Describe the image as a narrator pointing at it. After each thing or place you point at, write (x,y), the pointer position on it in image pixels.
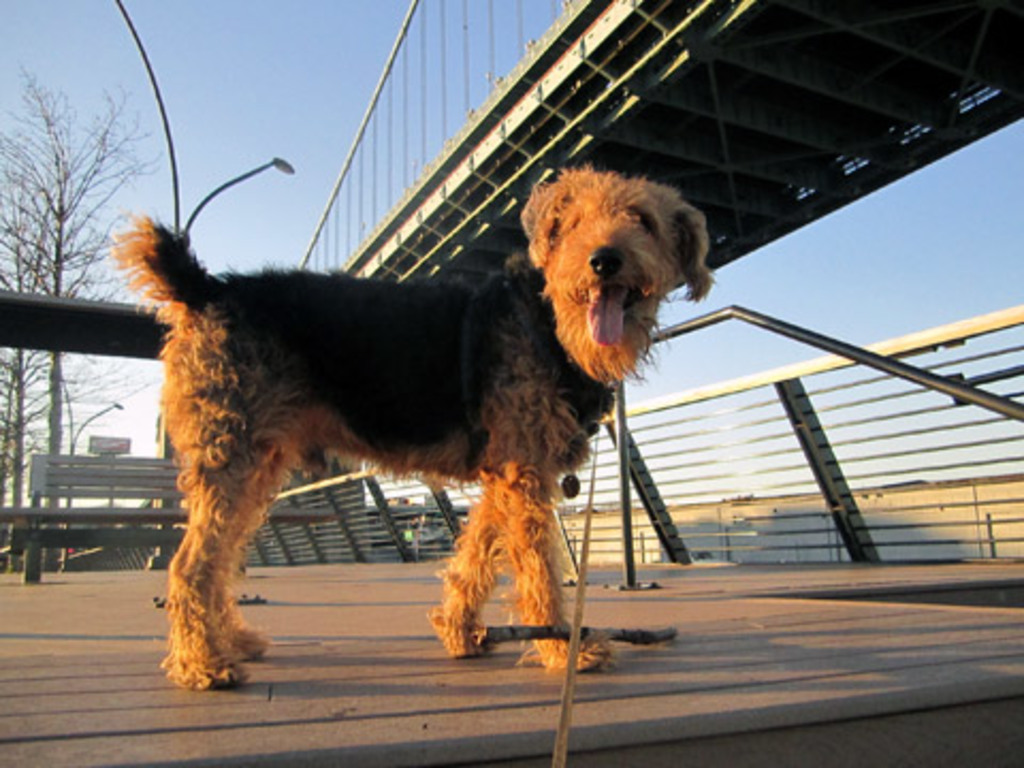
In the image we can see a dog (403,371), black and brown in color. Here we can see bridge (638,122), fence (755,394), trees (58,247), light poles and the sky (252,53).
